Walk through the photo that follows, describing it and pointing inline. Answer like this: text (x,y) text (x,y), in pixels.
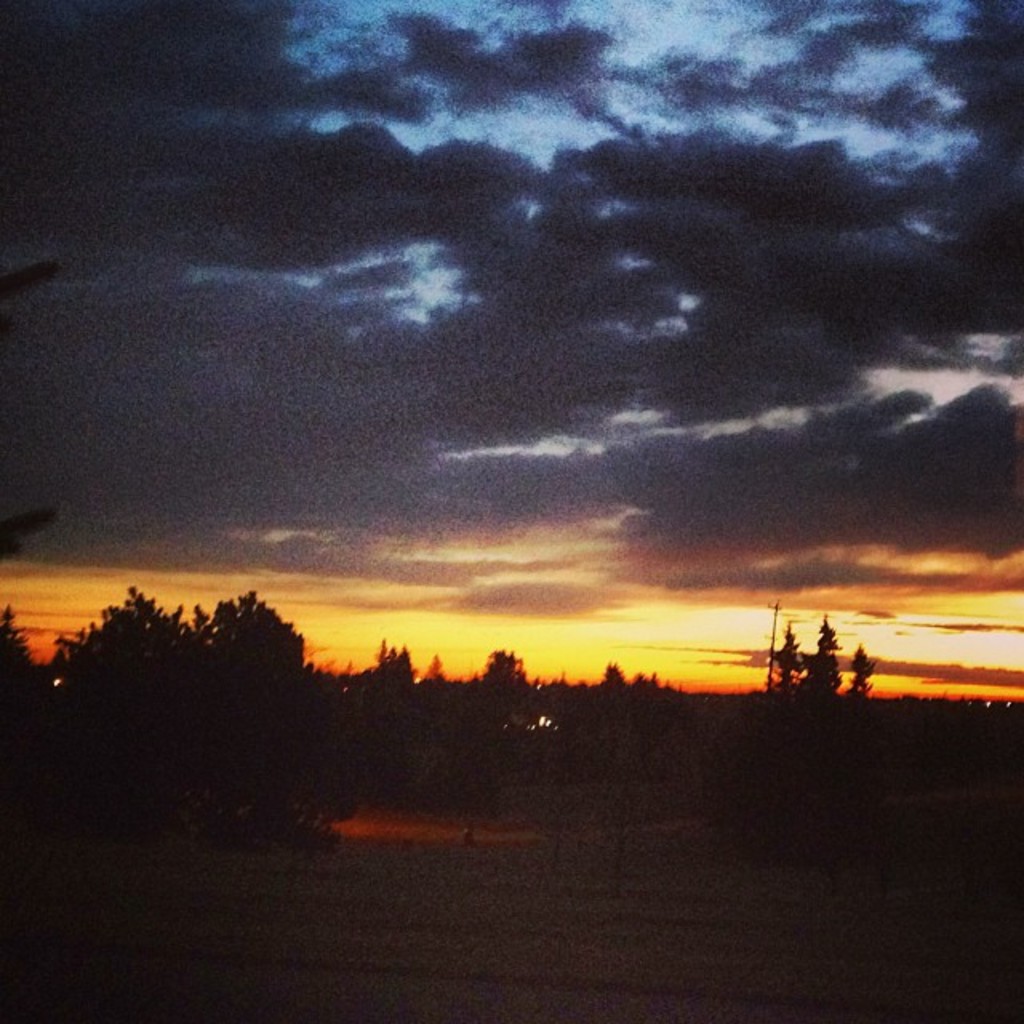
In this image I can see the dark image in which I can see the ground (527,891), few trees (433,749) and in the background (488,287) I can see the sky (556,440) which is black, blue, yellow and orange in color.
